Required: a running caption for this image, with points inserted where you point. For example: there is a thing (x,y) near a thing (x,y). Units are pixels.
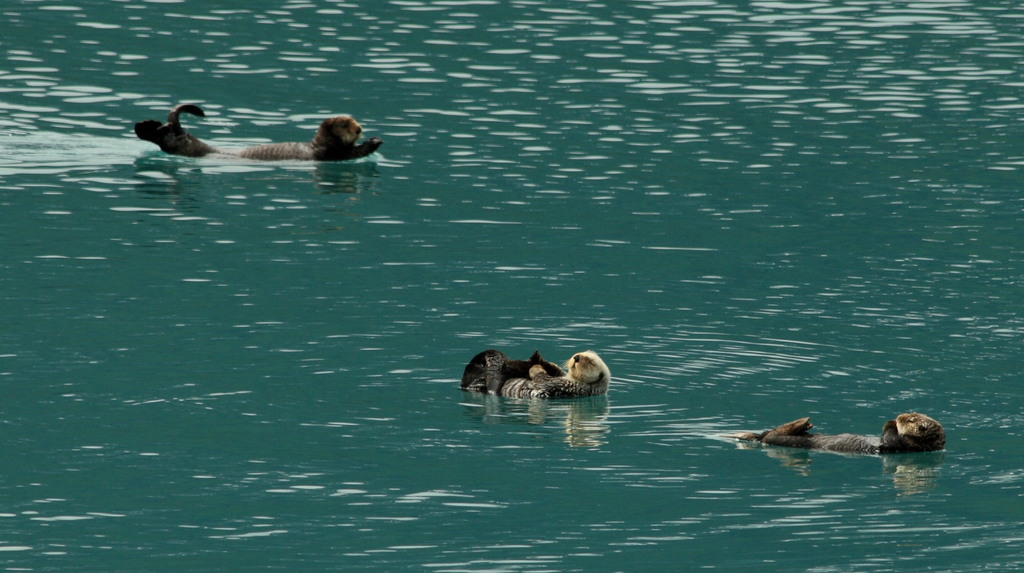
In this image we can see animals (573,392) on the surface of water (433,254).
